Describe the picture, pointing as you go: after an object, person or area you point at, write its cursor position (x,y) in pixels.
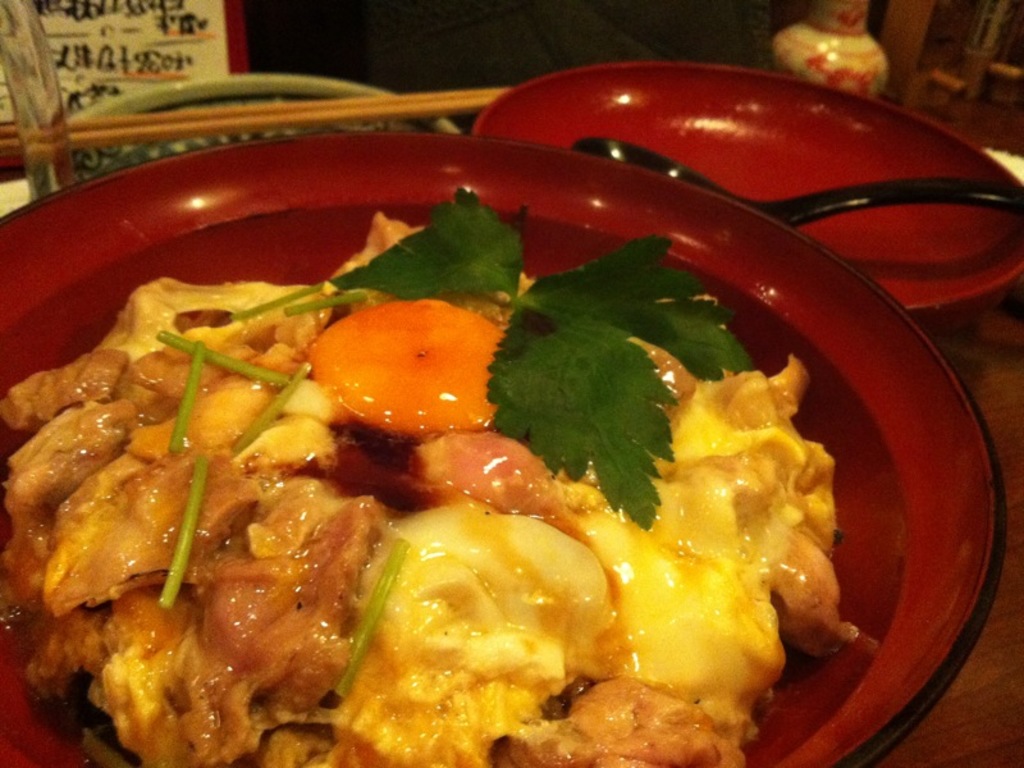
This is the bowl (504,174) with a food item (473,485) in it. I can see a plate (807,148), spoon (824,209), chopsticks (174,120), board (77,41) and the vase (875,72) on the table (1000,413).
